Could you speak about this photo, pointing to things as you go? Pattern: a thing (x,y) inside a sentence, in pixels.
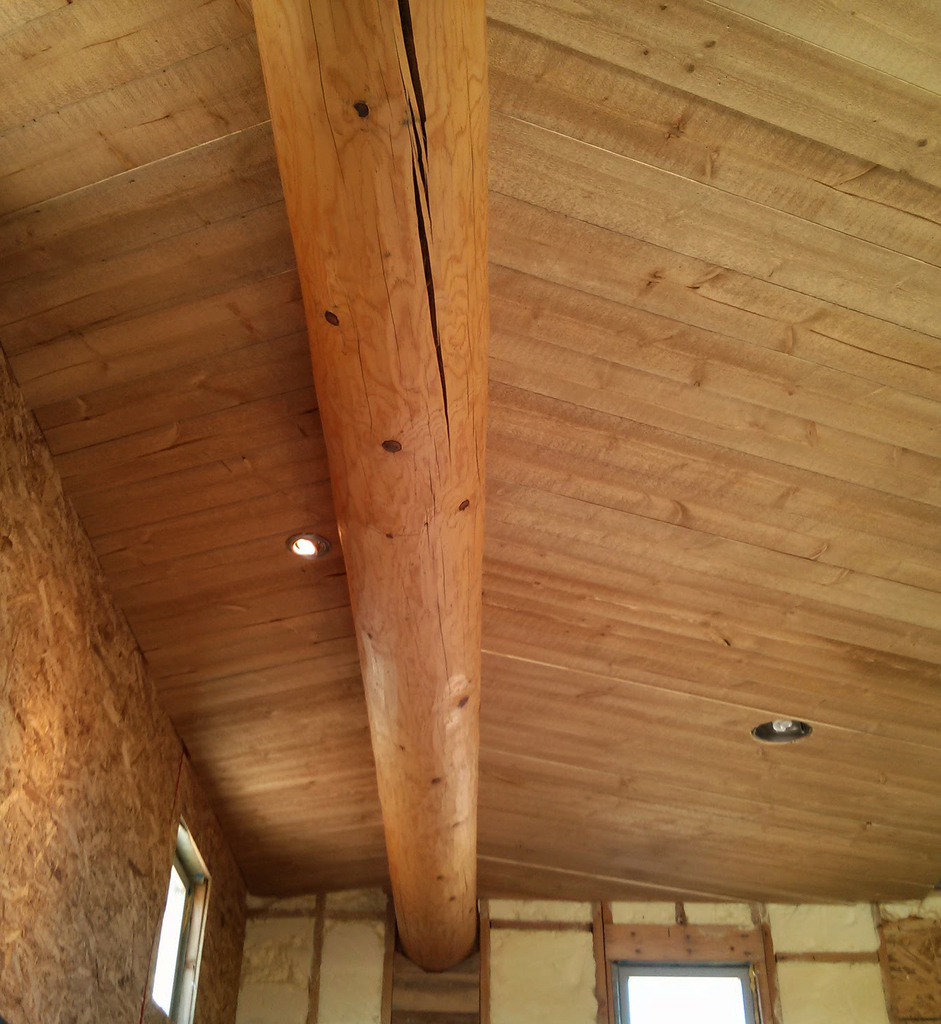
In this image we can see there is an inside of the house (393,456) and there are windows (695,962) and ceiling (541,452) with lights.
